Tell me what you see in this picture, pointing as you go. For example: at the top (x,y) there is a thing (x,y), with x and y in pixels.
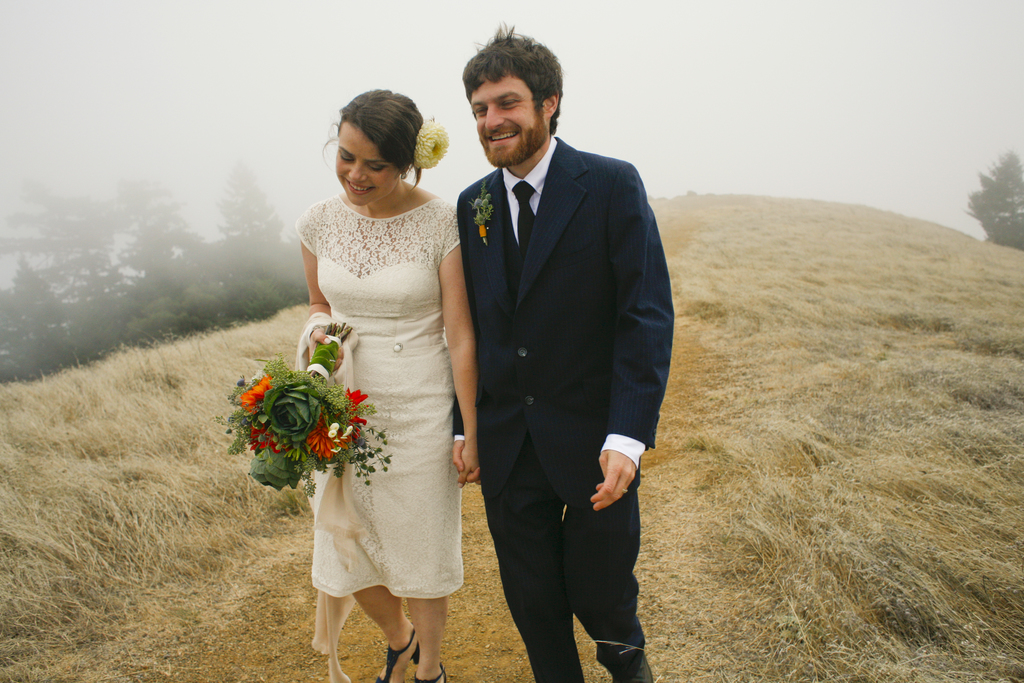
There is a couple (460,379) holding each other and standing and there are dried grass (712,443) on either sides of them.
